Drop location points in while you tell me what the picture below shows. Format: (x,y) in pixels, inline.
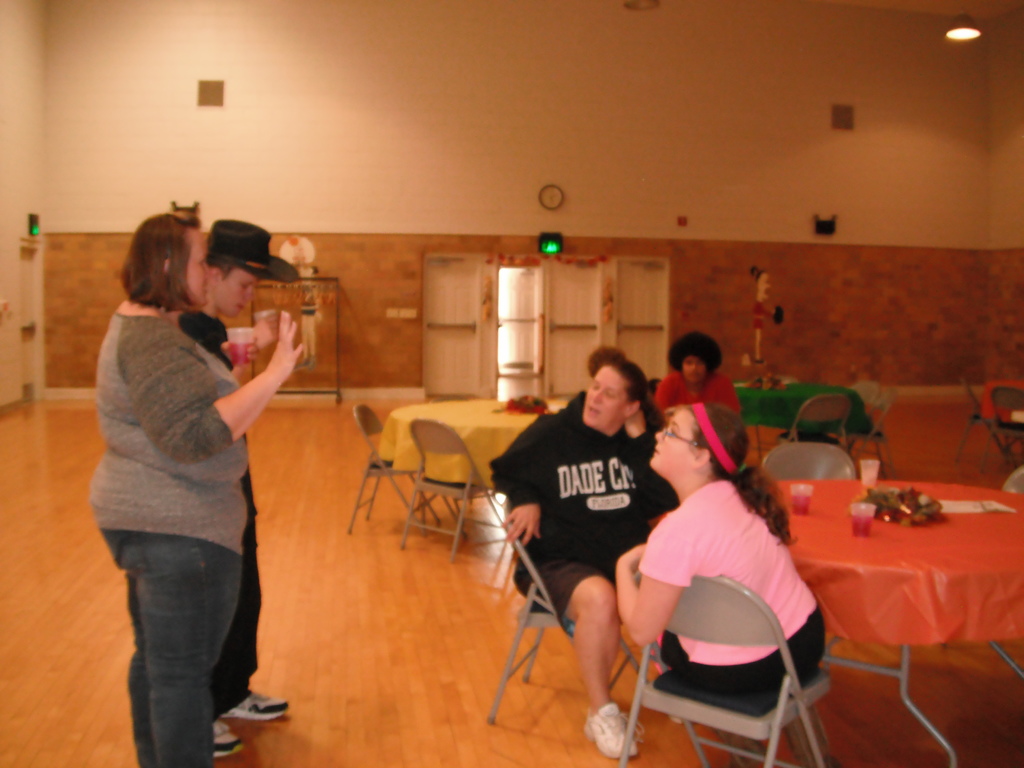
In this picture we can see some persons (590,371) where two are standing and remaining are sitting on chair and looking at them and in front of them there is table (820,556) and on table (815,536) we can see glasses (867,527), flowers (920,510), papers (941,507) and in background (596,324) we can see door (451,286), wall (481,175), watch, rack (328,289), painting (757,320) on wall (765,338).
